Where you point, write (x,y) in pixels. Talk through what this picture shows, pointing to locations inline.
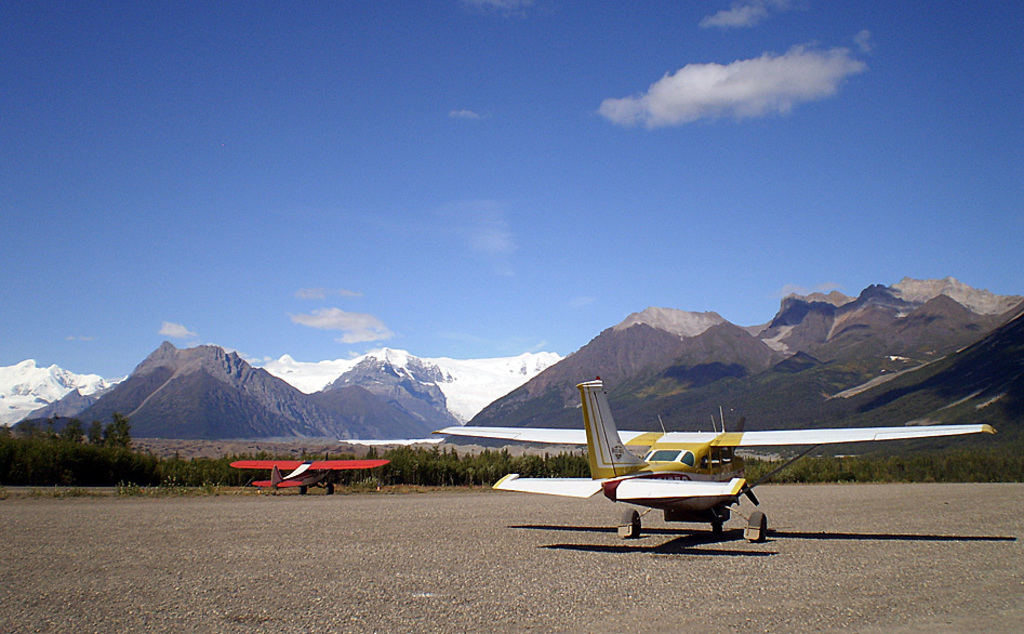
In the image we can see there are two aircrafts (747,439) parked on the road (454,573). Behind there are lot of trees (129,471) and there are mountains (526,383). There is a cloudy sky (129,367).
